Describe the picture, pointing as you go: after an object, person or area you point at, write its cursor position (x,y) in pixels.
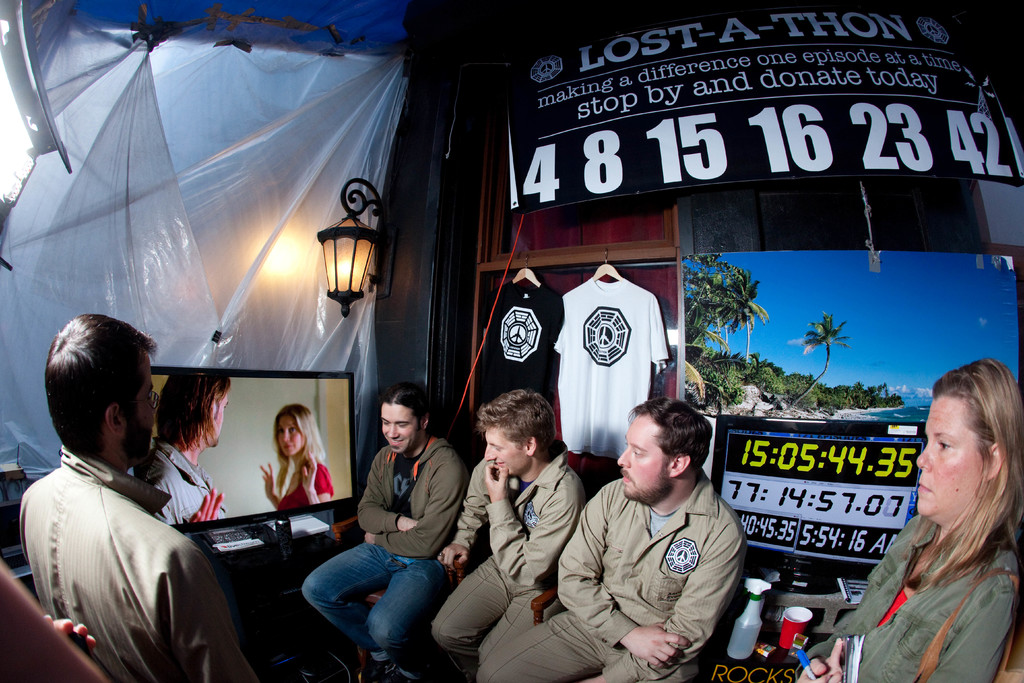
In this image there are a group of people (526,563) sitting, and in the center (349,436) there is one television (228,445). And in the background (168,225) there are plastic covers (263,233), light (367,237), shirts (600,304), boards (708,140) and on the boards (632,94) there is text (708,155). And on the right side (805,339) there is a picture (817,331) of beach (836,415), trees (840,398) and sky (898,309) and also there is a cup (787,628), bottle (754,641) and other objects (846,593).
